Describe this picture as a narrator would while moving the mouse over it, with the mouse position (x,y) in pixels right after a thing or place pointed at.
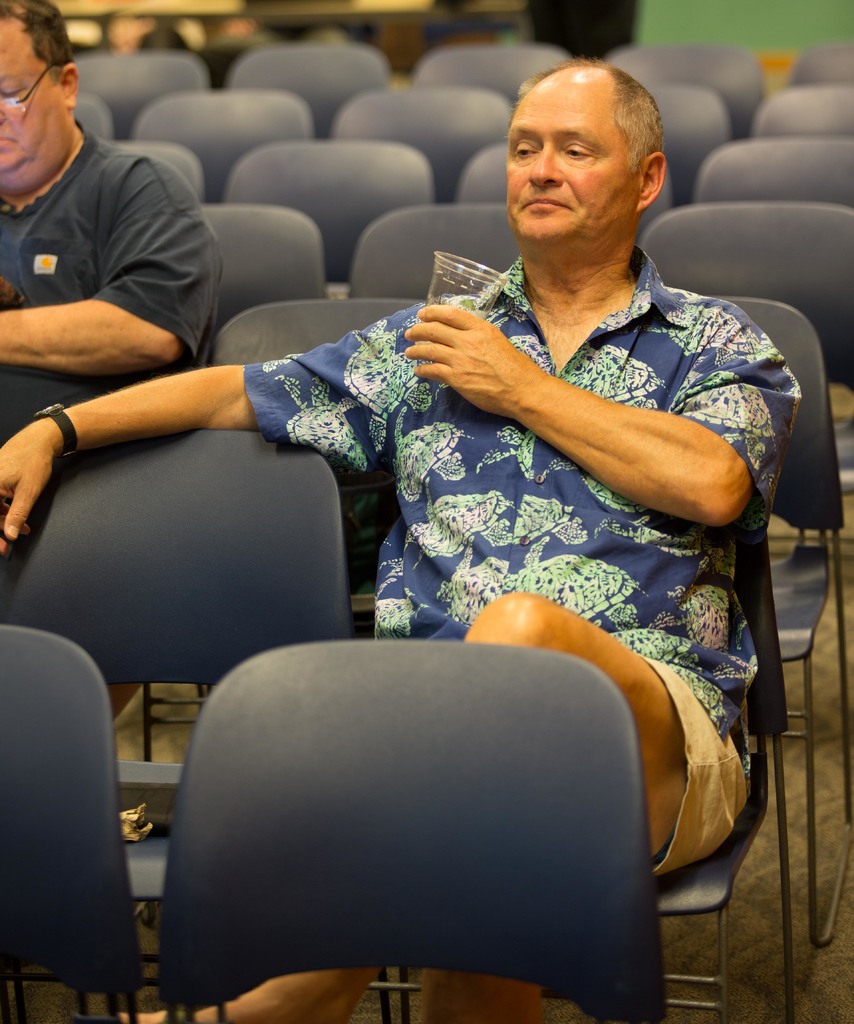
In the image there is a man (559,364) holding glass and sitting on chair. On left side (146,287) there is another man (151,296) sitting on chair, in background (257,132) there are few chairs (159,132) and a wall (840,27) which is in green color.
